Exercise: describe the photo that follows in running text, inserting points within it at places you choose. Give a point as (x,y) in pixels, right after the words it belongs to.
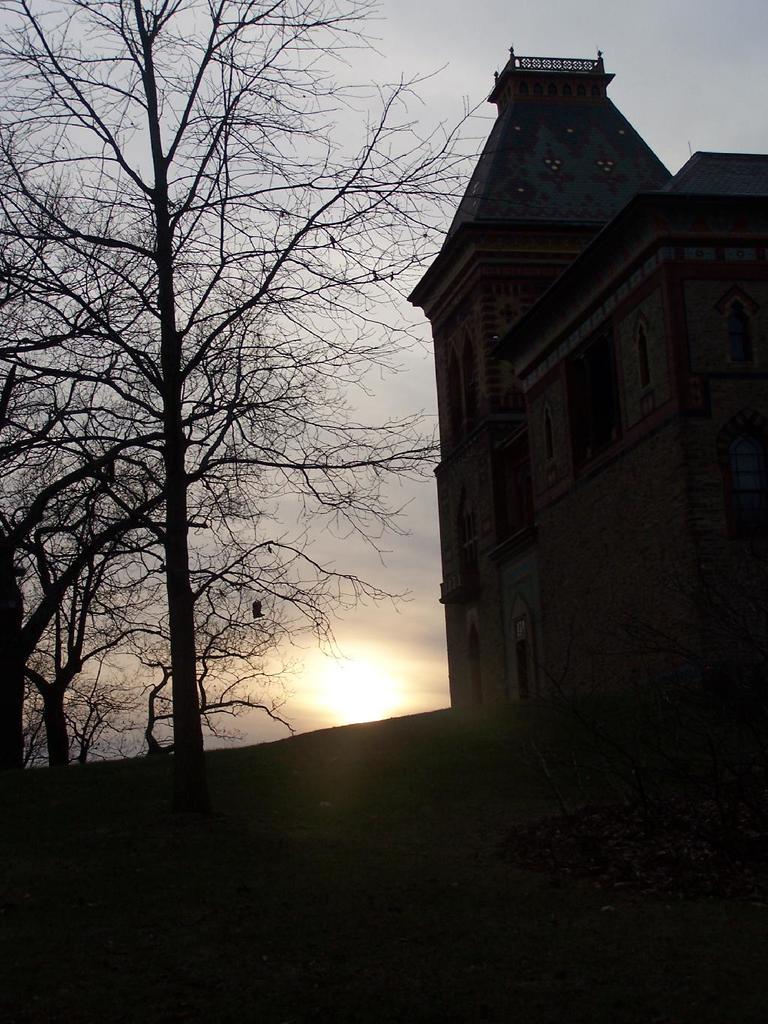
In this image I can see a building (617,364) and the ground (262,877). I can see few trees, the sky (273,133) and the sun (363,677) in the background (339,663).
